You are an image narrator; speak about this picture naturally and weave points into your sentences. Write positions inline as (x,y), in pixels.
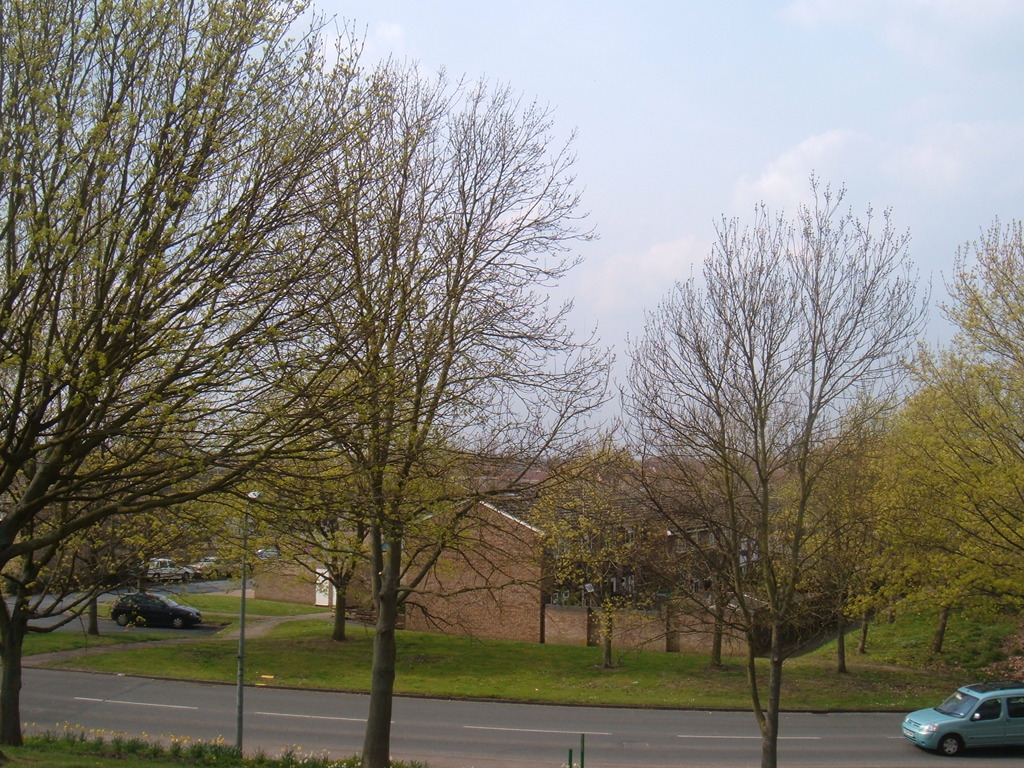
In this picture I can see vehicles (934,723) on the road (30,698), there is a building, there are trees (789,423), and in the background (768,208) there is the sky (716,177).
